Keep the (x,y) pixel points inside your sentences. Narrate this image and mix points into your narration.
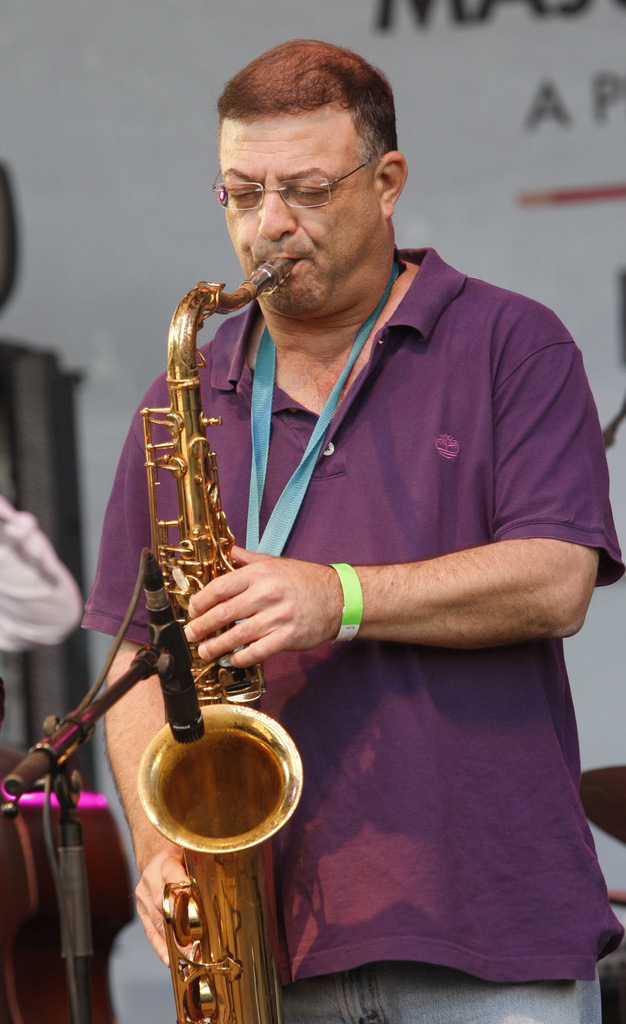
In this image we can see a person (387,638) is standing and he is playing musical instrument (206,865). He is wearing purple color shirt (448,823). Left bottom of the image (186,684) mic (193,721) and stand (82,920) is there. Background of the image (594,216) poster (546,198) is present.
